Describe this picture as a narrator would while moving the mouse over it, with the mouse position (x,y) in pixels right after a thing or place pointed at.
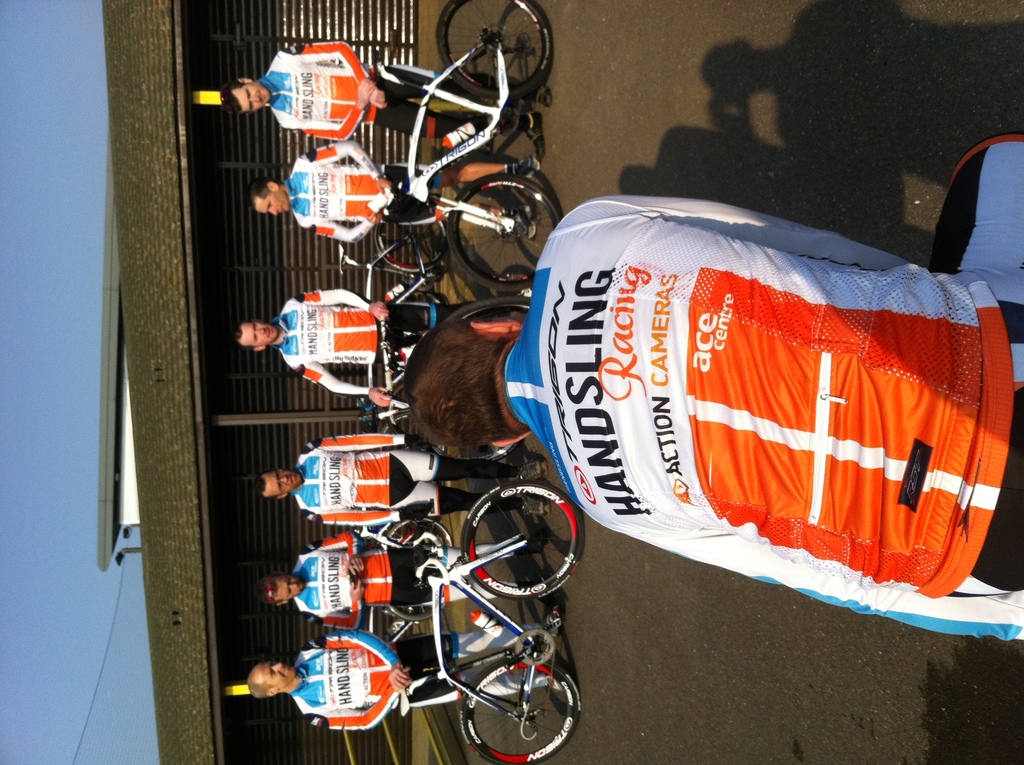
In the foreground (387,319), I can see bicycles (498,183) and a group of people (421,413) on the road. In the background (227,552), I can see buildings (284,425) and the sky (96,486). This image taken, maybe during a day.
